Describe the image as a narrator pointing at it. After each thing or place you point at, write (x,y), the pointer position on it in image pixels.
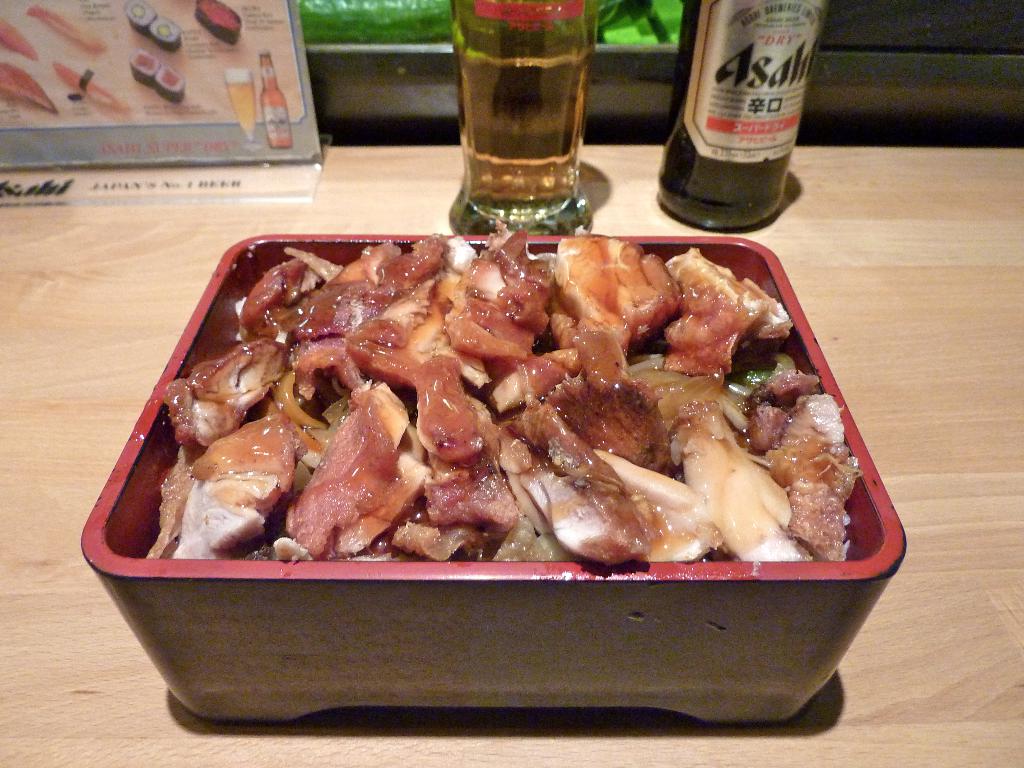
In the image there is a bowl (609,602) with meat (205,398) in it on a wooden table (1010,485) with a beer glass (500,187) and bottle (772,58) behind it.
